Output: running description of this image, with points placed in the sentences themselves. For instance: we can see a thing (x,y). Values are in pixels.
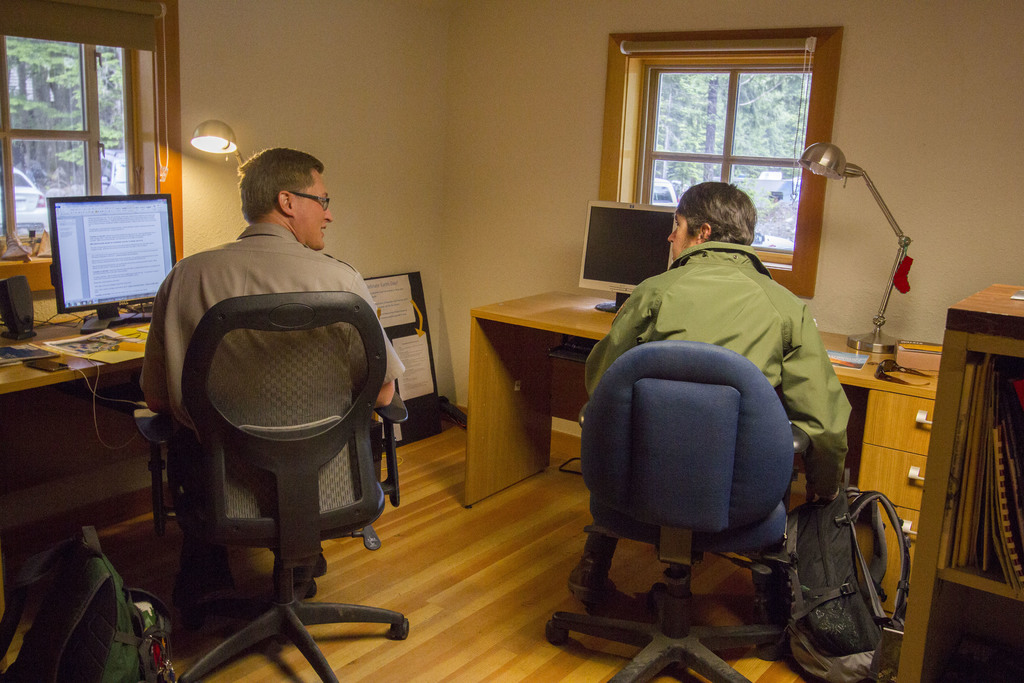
This picture describes about two people (729,300) they are seated on the chair (299,473) in front of them we can see monitors (109,251) and lights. The right side person (838,489) is holding a bag (809,559) in his hands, in the background (675,122) we can see couple of trees (763,126) and couple of vehicles (672,191).
